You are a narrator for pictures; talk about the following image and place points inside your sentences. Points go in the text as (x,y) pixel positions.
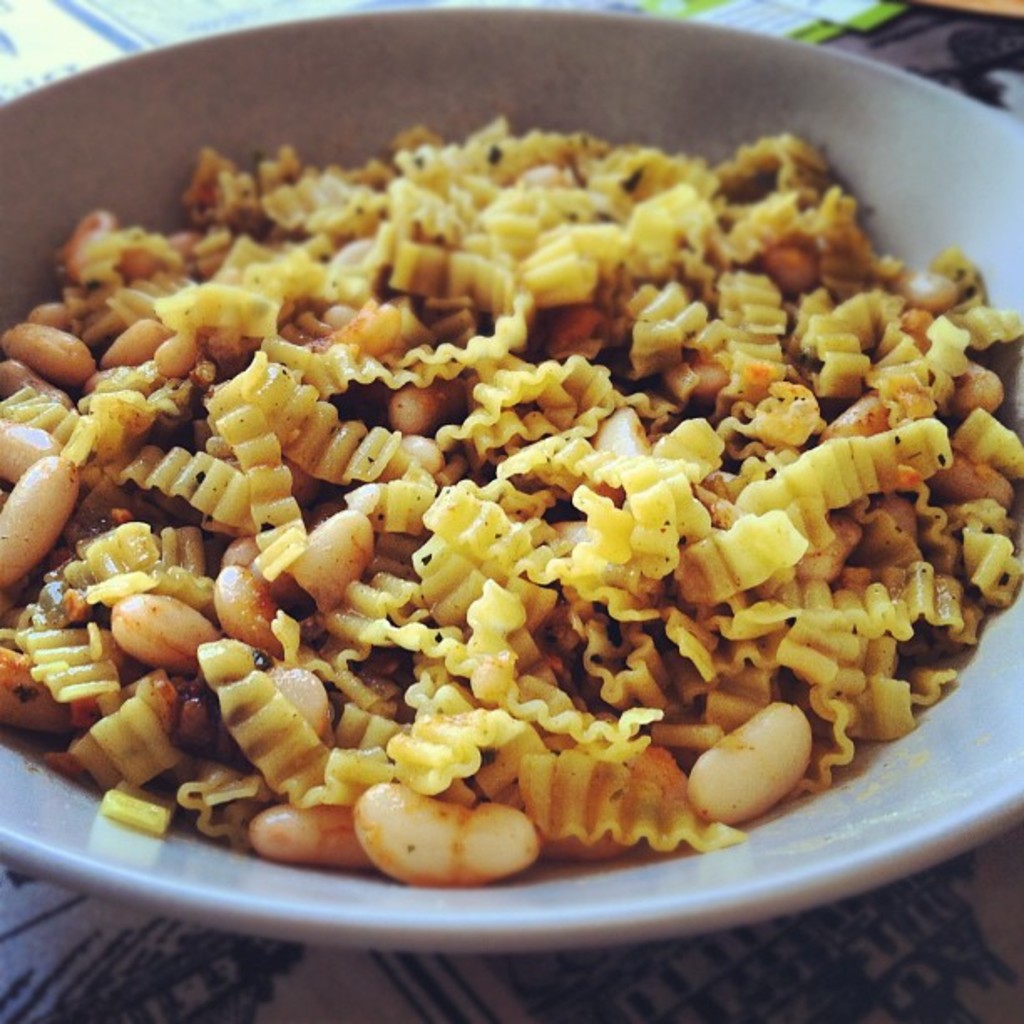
In the image in the center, we can see one table (968,40). On the table (142,921), there is a bowl (34,213). In the bowl (1005,634), we can see some food item (417,417).
